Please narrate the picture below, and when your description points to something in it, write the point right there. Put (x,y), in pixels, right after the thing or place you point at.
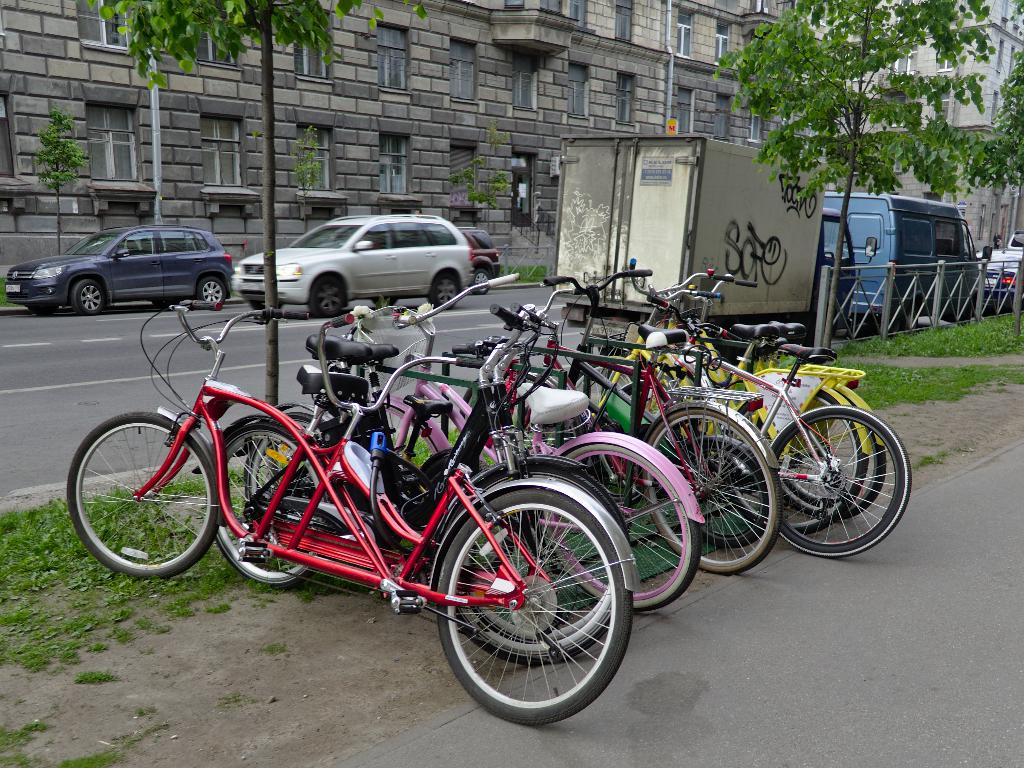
Here we can see bicycles (516,640), trees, and a fence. This is grass (936,385) and there are vehicles (750,188) on the road (262,367). In the background (678,47) there are buildings (902,58).
